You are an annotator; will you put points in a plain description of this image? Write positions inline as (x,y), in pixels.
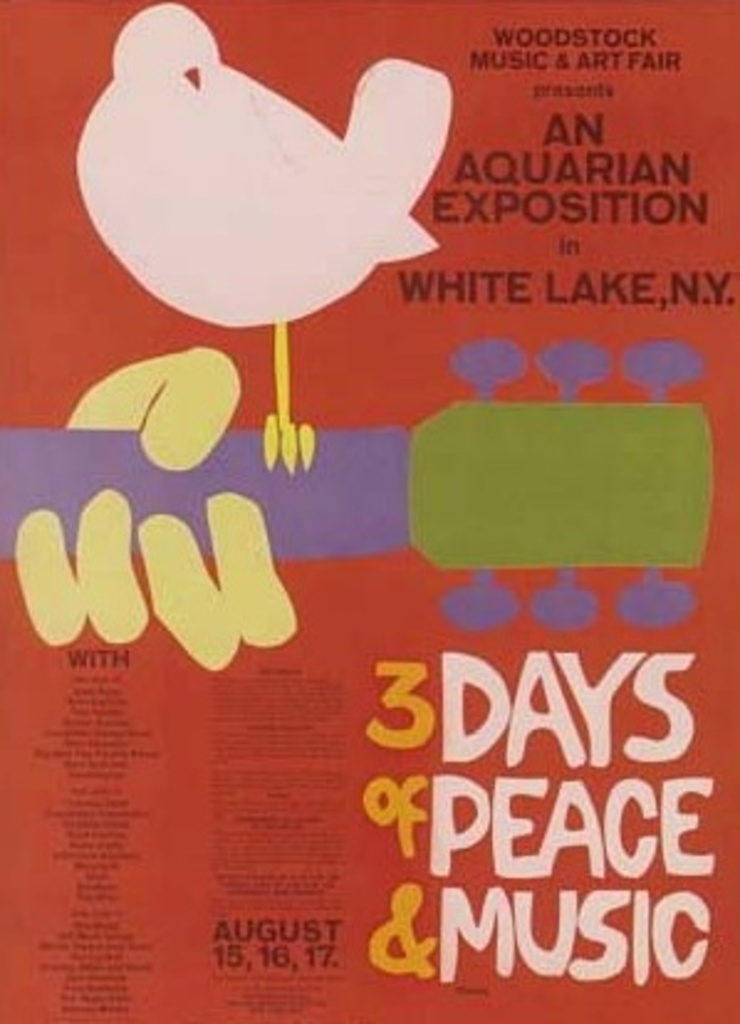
This is a poster. I can see a person's hand (177,591) holding a guitar (460,493). This is the bird (234,150) standing on the guitar (314,479). These are the letters (548,723).
